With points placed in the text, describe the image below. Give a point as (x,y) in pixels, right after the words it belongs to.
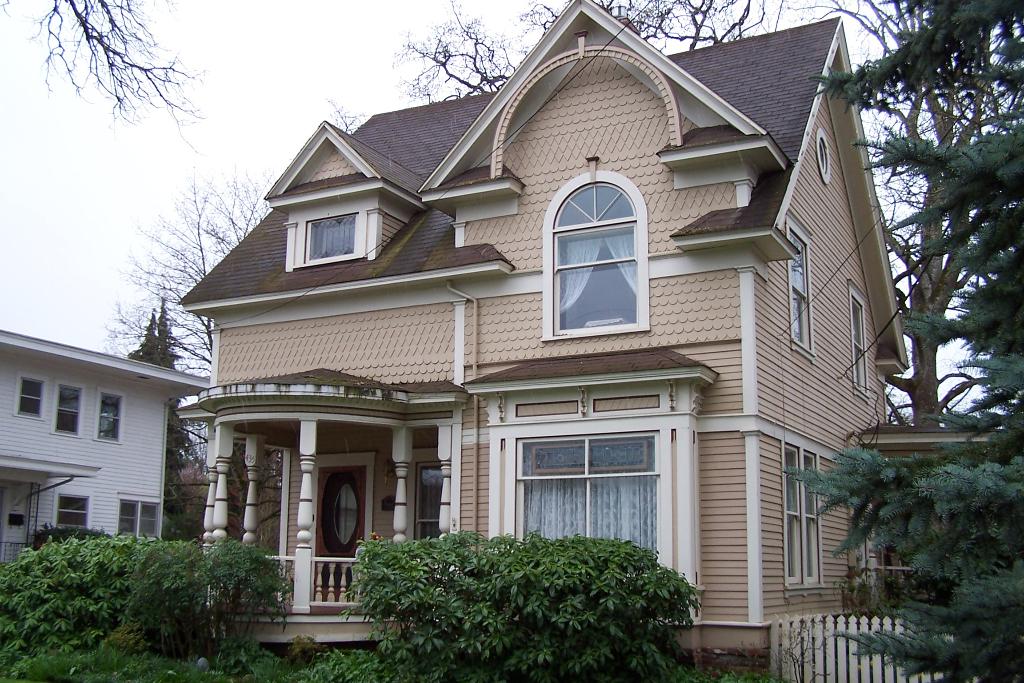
In this image I can see two buildings (240,436). At the bottom (566,604) there are many plants (432,598). On the right side (907,619), I can see fencing (834,640) and trees (937,472). At the top (310,59) I can see the sky (258,62).
